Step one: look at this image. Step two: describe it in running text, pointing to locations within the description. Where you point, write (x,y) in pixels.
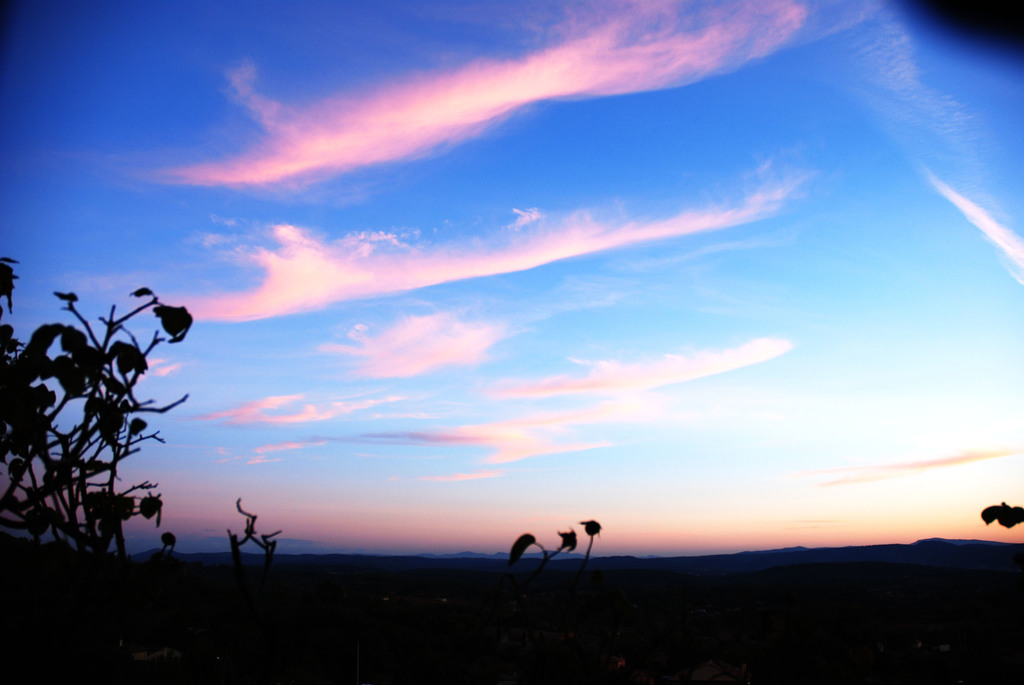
In this picture, we can see plants (1,277), ground (550,572), and the sky (660,277) with clouds (329,289).
